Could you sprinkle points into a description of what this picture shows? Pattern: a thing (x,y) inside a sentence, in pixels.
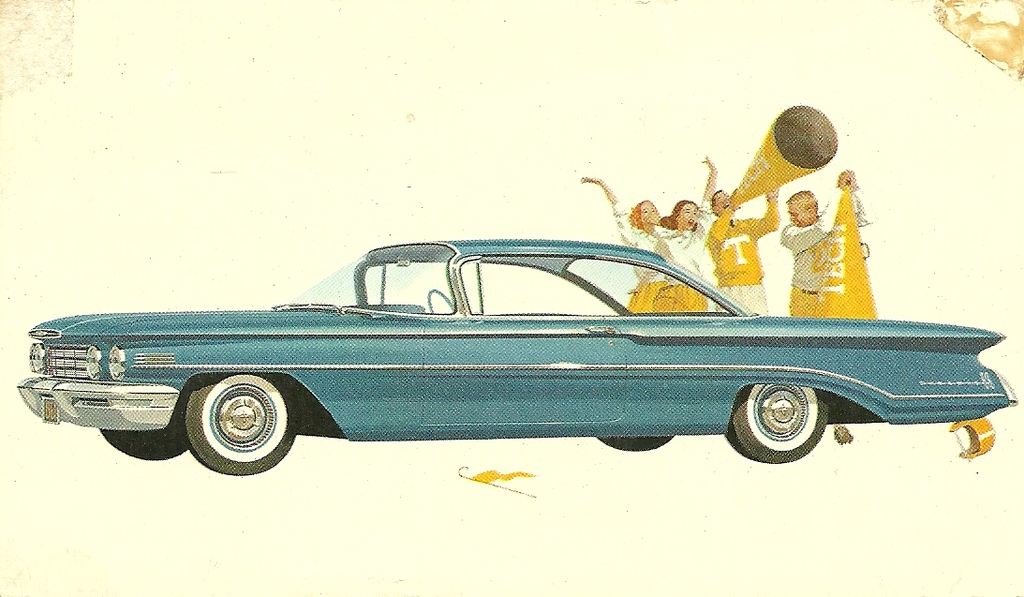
This picture shows a cartoon picture I can see a car (526,343) and few people (745,239) standing and holding couple of cones (858,304) and I can see a helmet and a stick (478,480) and I can see a white color background (452,483).
